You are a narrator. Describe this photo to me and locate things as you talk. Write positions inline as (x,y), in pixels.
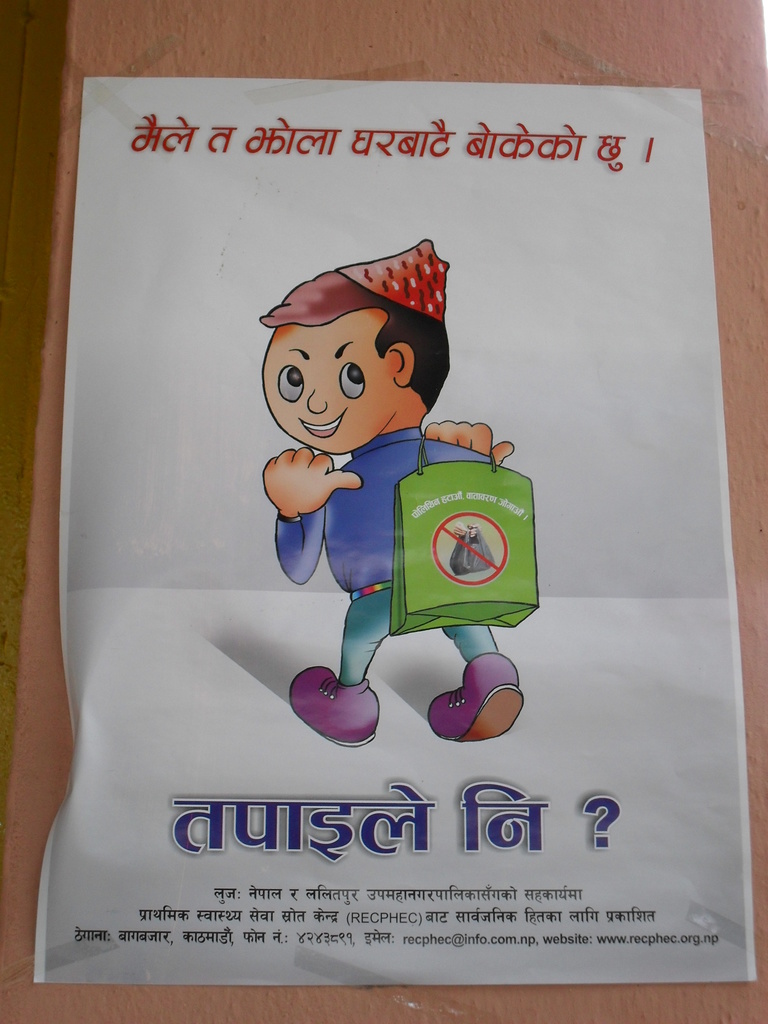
In the center of the image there is a wall (554,40) and a few other objects (600,67). On the wall (763,692), we can see one poster (403,723). On the poster (238,791), we can see one cartoon person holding some object (446,568). And we can see some text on the poster (502,763).
